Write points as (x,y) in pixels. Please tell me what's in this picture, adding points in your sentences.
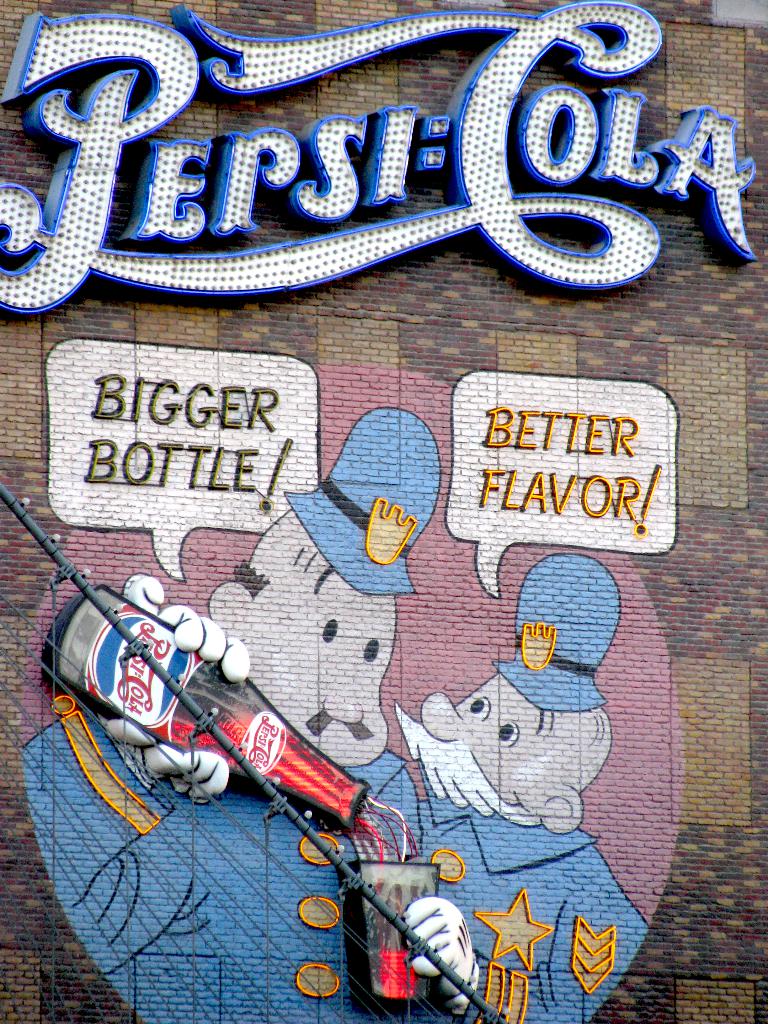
In this image there is a wall (713,889) and we can see name boards (239,296) placed on the wall (423,799) and we can see a painting (467,839) on the wall (298,839).
